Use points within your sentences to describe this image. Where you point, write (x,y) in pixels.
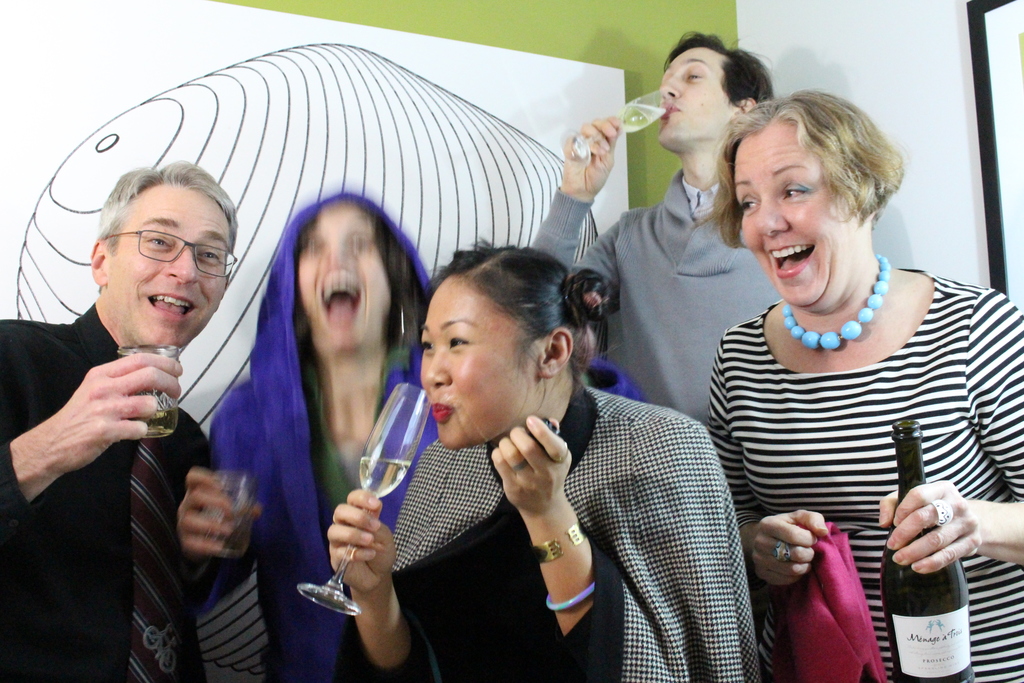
In this image there are five persons (118,509), a person (91,494) is holding an object (154,430), there is a drawing board (374,133) behind the person (356,194), there is a person (676,188) drinking.
